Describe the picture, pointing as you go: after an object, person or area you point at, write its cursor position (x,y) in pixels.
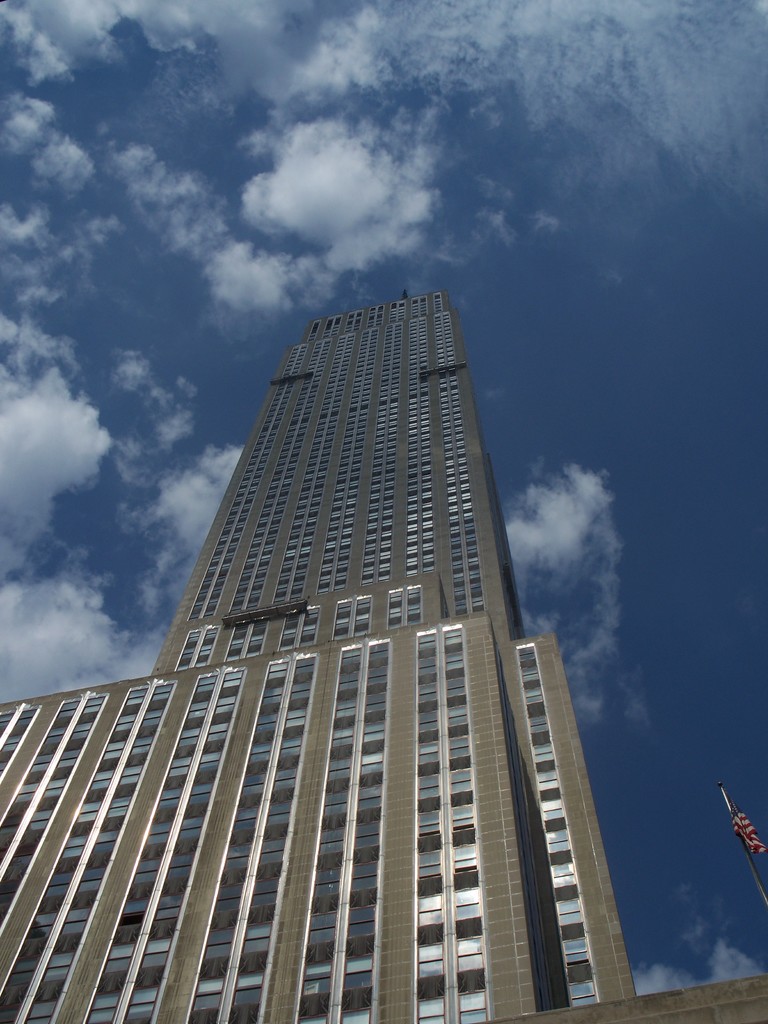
There is a building (294,754). On the right side (734,823) there is a pole (745,848) with a flag (745,836). In the background (666,428) there is sky (113,325) with clouds (176,521).
